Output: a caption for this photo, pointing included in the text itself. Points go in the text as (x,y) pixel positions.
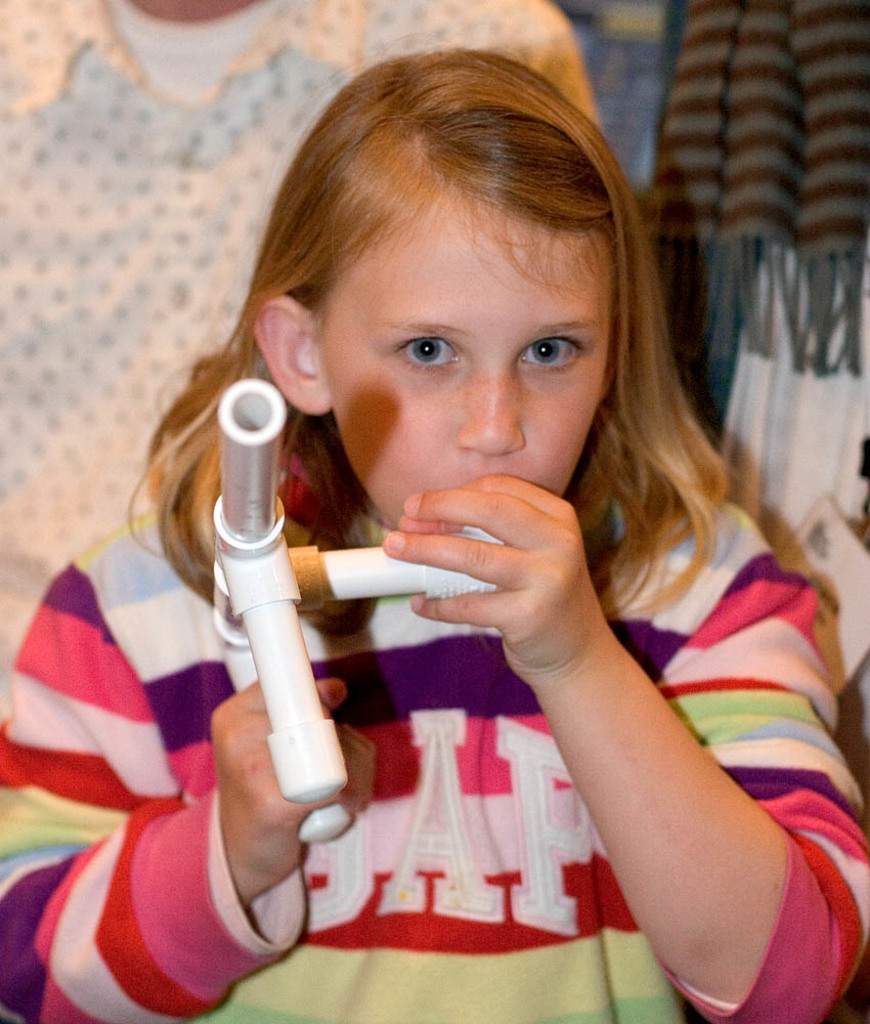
In this picture there is a girl (394,923) holding an object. She is wearing a striped t shirt (510,735). In the background (209,258) there is a person (268,84) wearing a white shirt (225,149).
